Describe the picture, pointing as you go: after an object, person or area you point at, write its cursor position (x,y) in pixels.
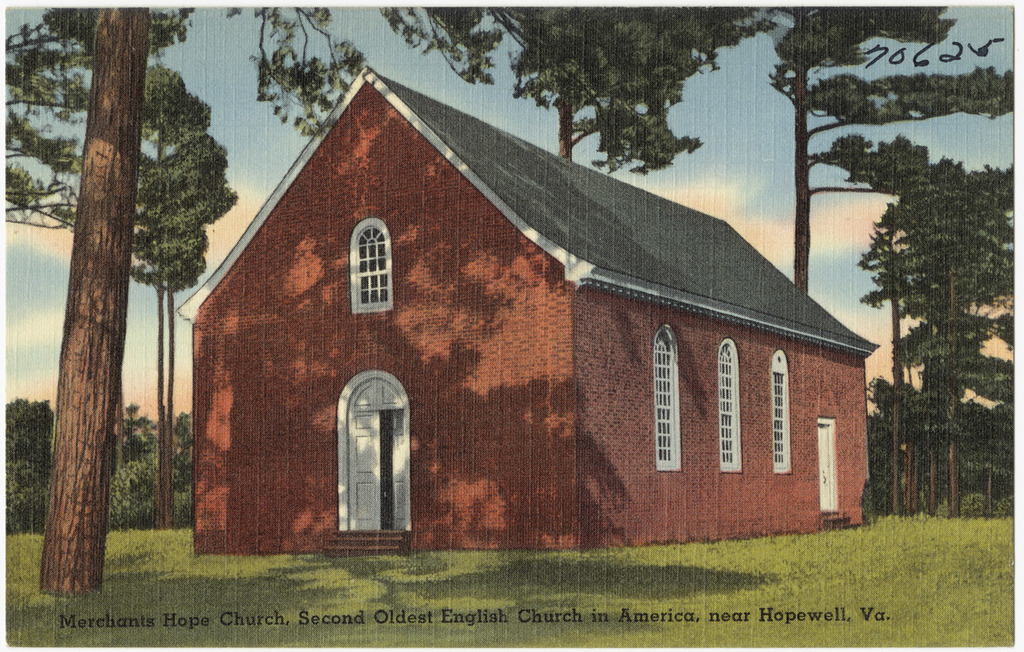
In the picture I can see the painting (626,496) of a house (543,429), grass (296,585), trees (933,105) and the sky (406,77) with clouds (834,227) in the background (296,142). Here I can see some edited text (821,617) at the bottom of the image (473,625).
